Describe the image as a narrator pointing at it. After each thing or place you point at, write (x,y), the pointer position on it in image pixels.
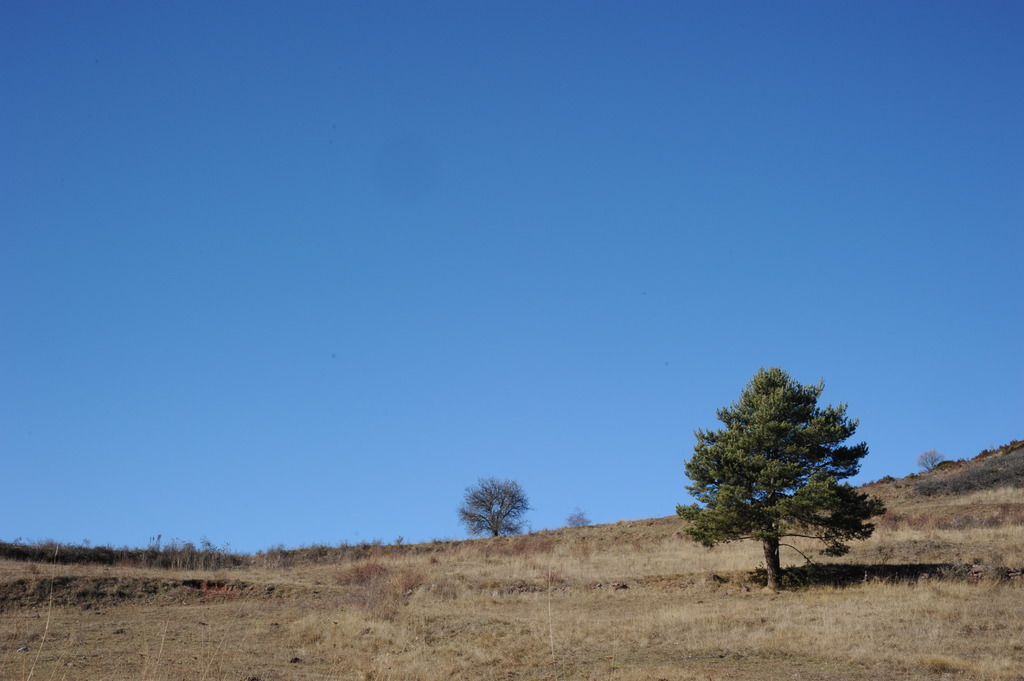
This image is clicked outside. At the bottom (635,628), there is dry grass (482,603) on the ground (698,653). In the front (801,487), we can see two trees (740,466). At the top (199,187), there is sky (661,256).
